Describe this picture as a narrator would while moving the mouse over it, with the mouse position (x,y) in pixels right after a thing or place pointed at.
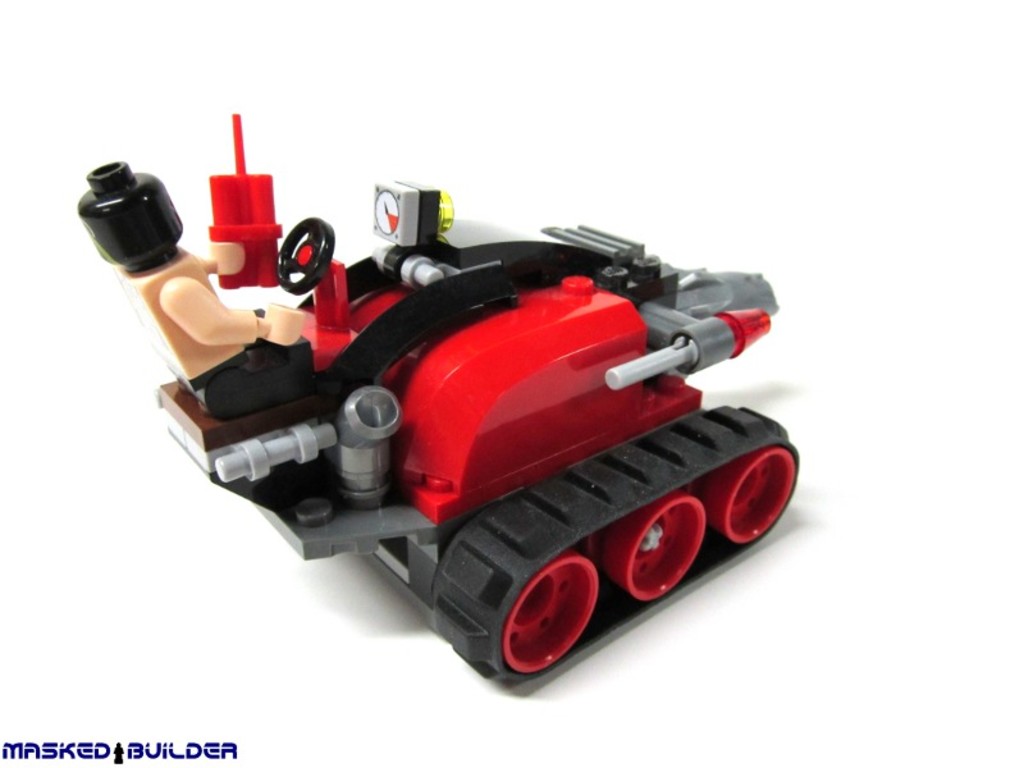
In this picture I can see a toy (556,627) on the object (300,656), and there is a watermark (31,749) on the image.
